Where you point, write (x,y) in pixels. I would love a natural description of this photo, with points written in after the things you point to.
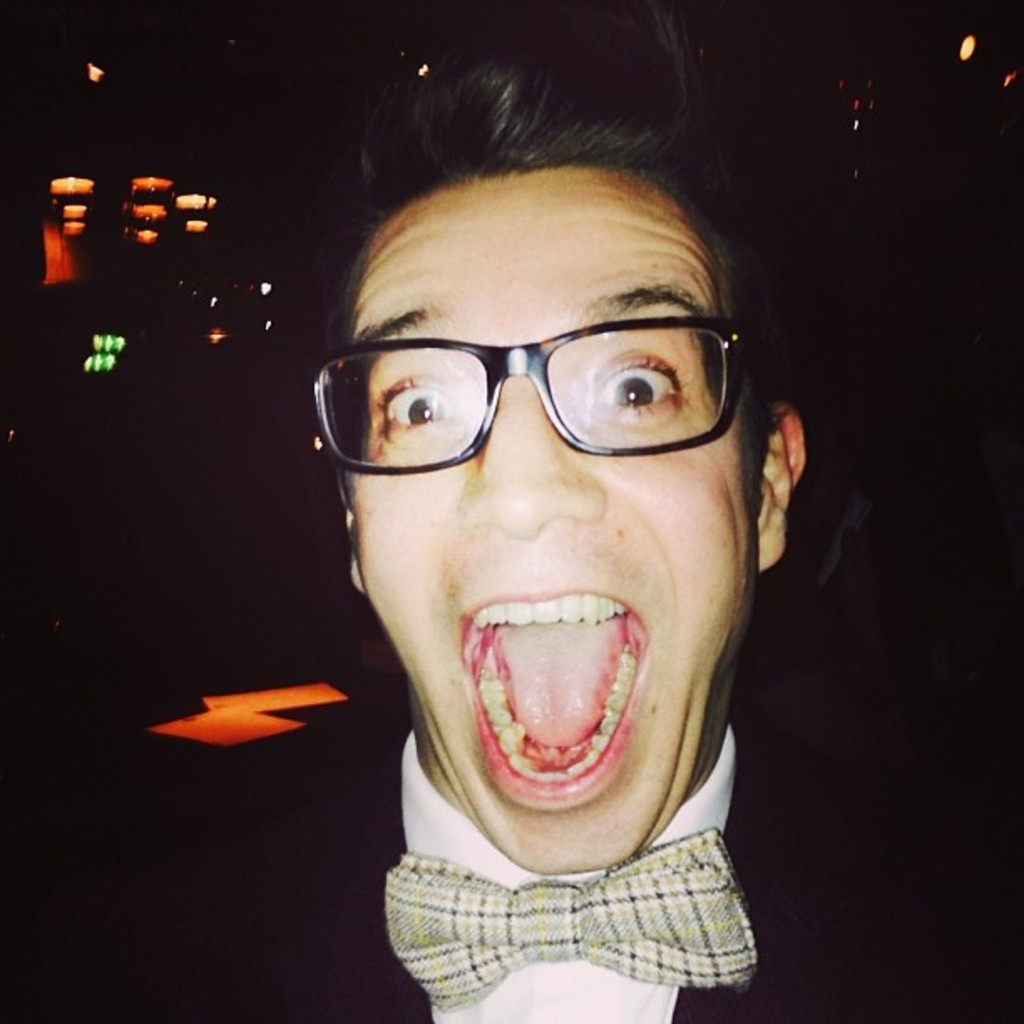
This is a dark image. In this picture we can see a person (520,433) wearing spectacles (494,369). In the background (221,274) we can see lights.
